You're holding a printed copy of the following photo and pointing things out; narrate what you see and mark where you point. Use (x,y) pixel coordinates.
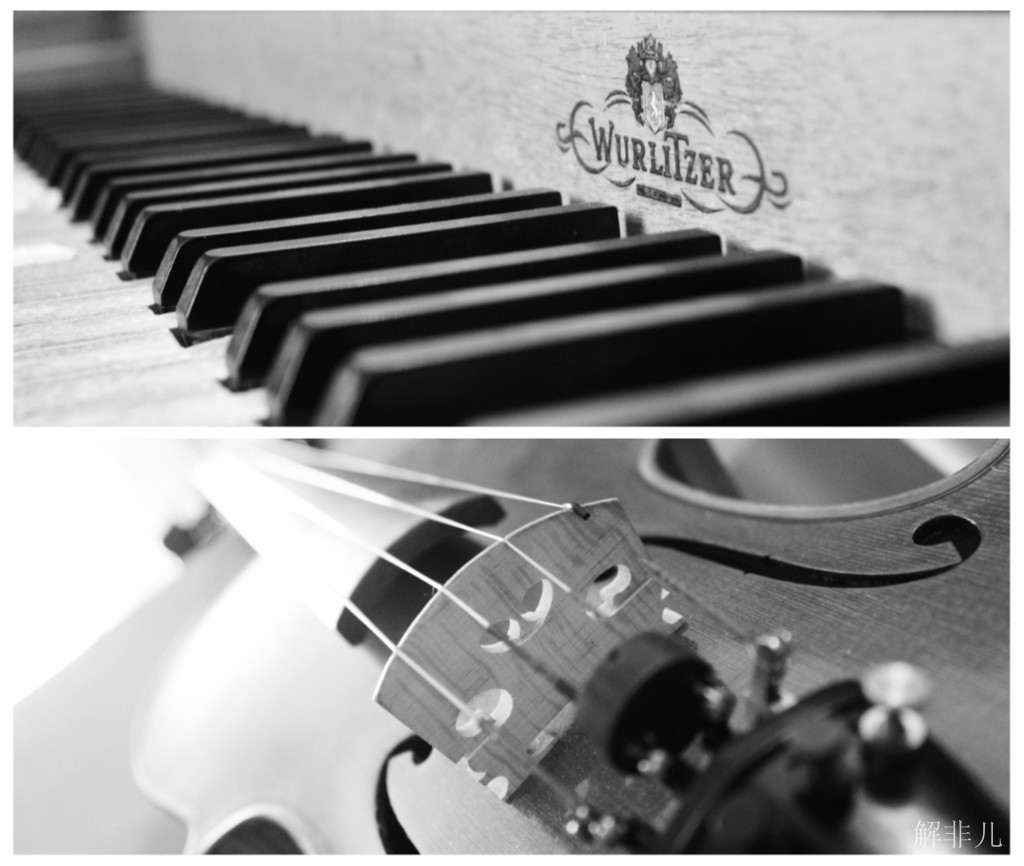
In this picture there is a Piano (310,234) and Violin (299,733).
